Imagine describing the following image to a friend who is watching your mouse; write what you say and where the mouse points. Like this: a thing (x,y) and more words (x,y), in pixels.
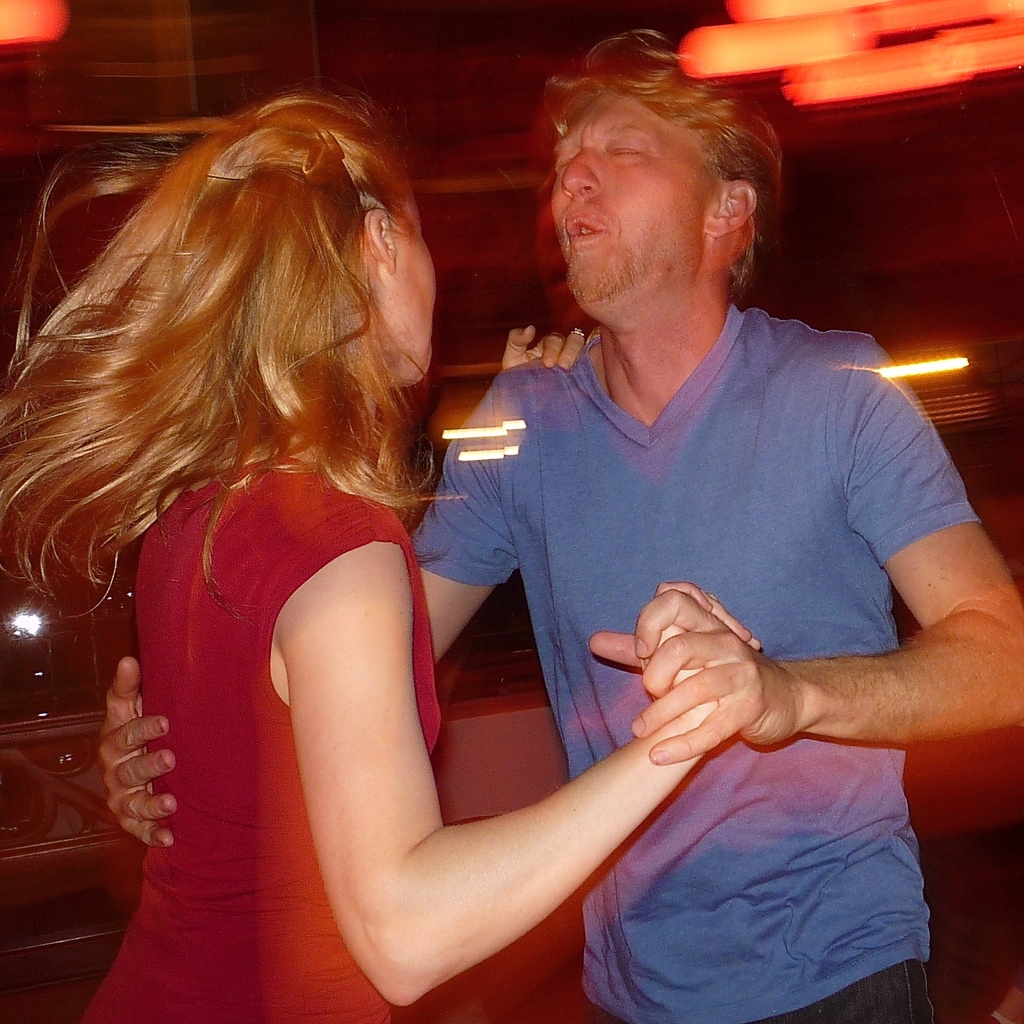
In this image a person (583,544) wearing a blue shirt (583,544) is holding woman hand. She is wearing red dress (237,999). Both of them are dancing. Top of the image (1013,14) there are few lights (1008,26).
